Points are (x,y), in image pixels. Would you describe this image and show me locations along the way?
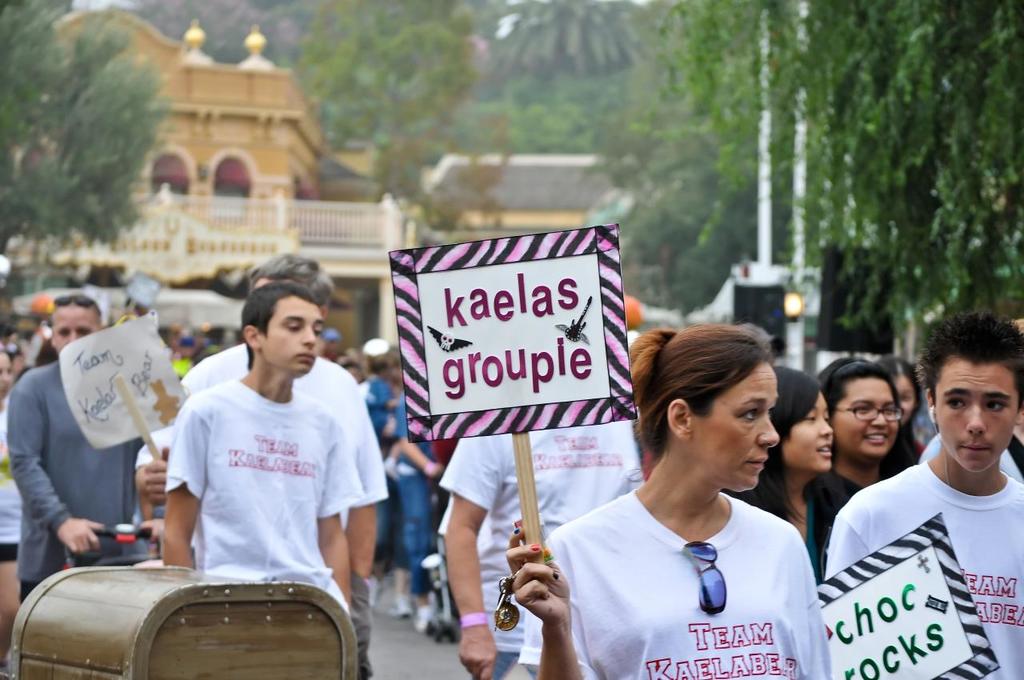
In this image I see number of people (188,334) in which few of them are holding boards (869,560) in their hands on which there is something written and I see that few of them are wearing same t-shirts (568,483) and I see a brown color thing (184,629) over here. In the background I see number of trees (216,26) and I see the buildings (316,176).
